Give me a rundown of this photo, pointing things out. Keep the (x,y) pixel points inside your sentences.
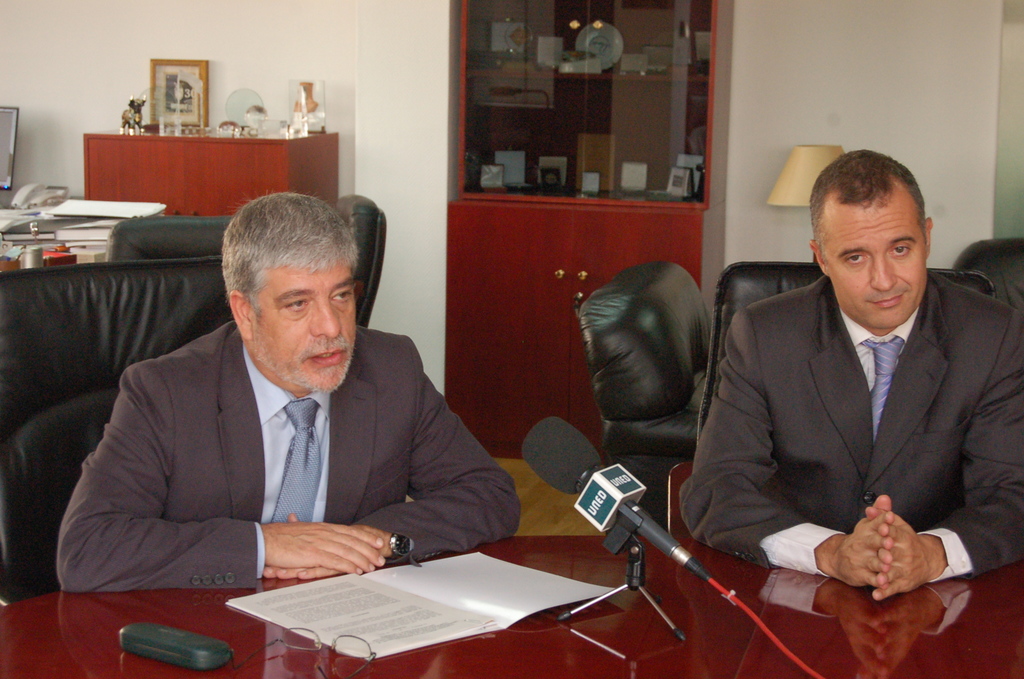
There are two members (234,469) sitting in the chairs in front of a table (358,675) on which a book (415,603), spectacles (371,647) and a mic (595,505) was placed. Two of them were men (221,429). In the background (500,218) there is a cupboard (639,201) lamp (798,196) and a wall (227,39) here. There are some books (65,218) placed on the table (10,249) in the background (61,221).
